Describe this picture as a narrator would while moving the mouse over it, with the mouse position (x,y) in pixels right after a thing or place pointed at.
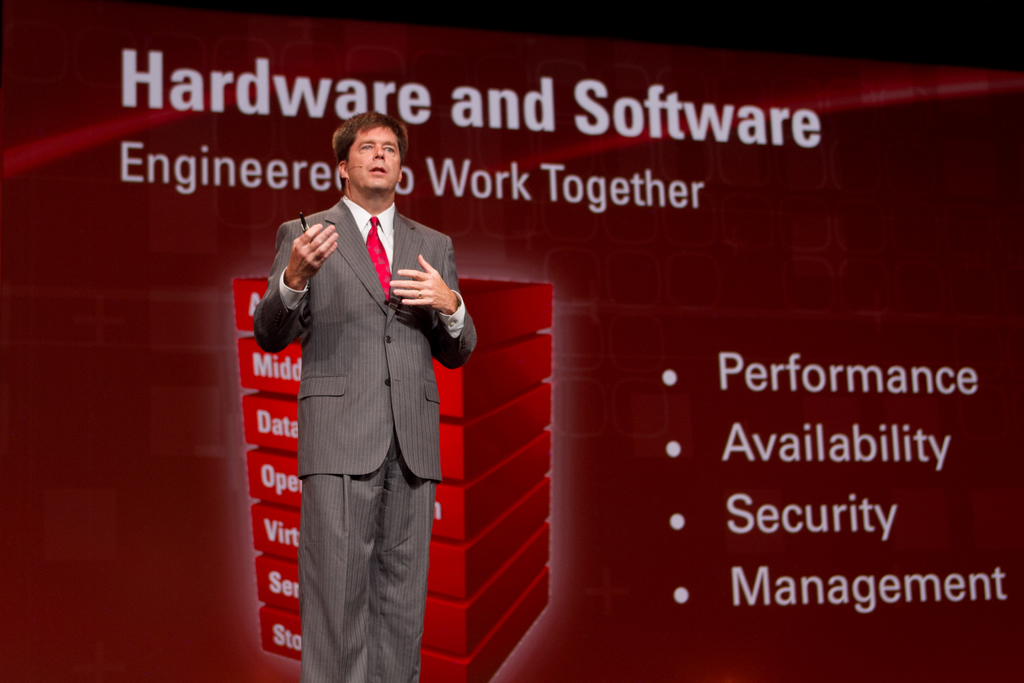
In this picture, we can see a person (337,291) holding some object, we can see the background (678,109) with some text (429,196), and images (290,615) on it.
